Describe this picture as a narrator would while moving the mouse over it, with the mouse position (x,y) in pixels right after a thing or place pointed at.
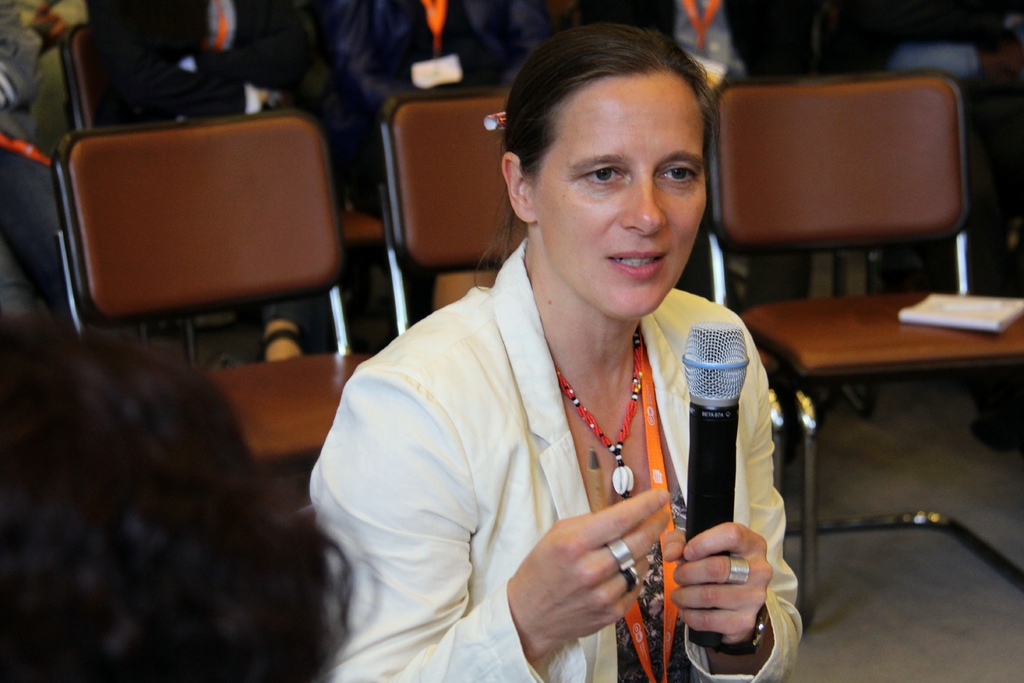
In the foreground of this image (657,314) we can see persons (574,434). one woman (620,398) is wearing id card (663,592) holding a microphone (706,442) in her hand (700,569) and pen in the other hand (648,519). In the background (146,119), we can see group of people (506,55) sitting on chairs (875,180). To the right side of the image (996,304) we can see a book (954,314) placed on a chair (806,325).
